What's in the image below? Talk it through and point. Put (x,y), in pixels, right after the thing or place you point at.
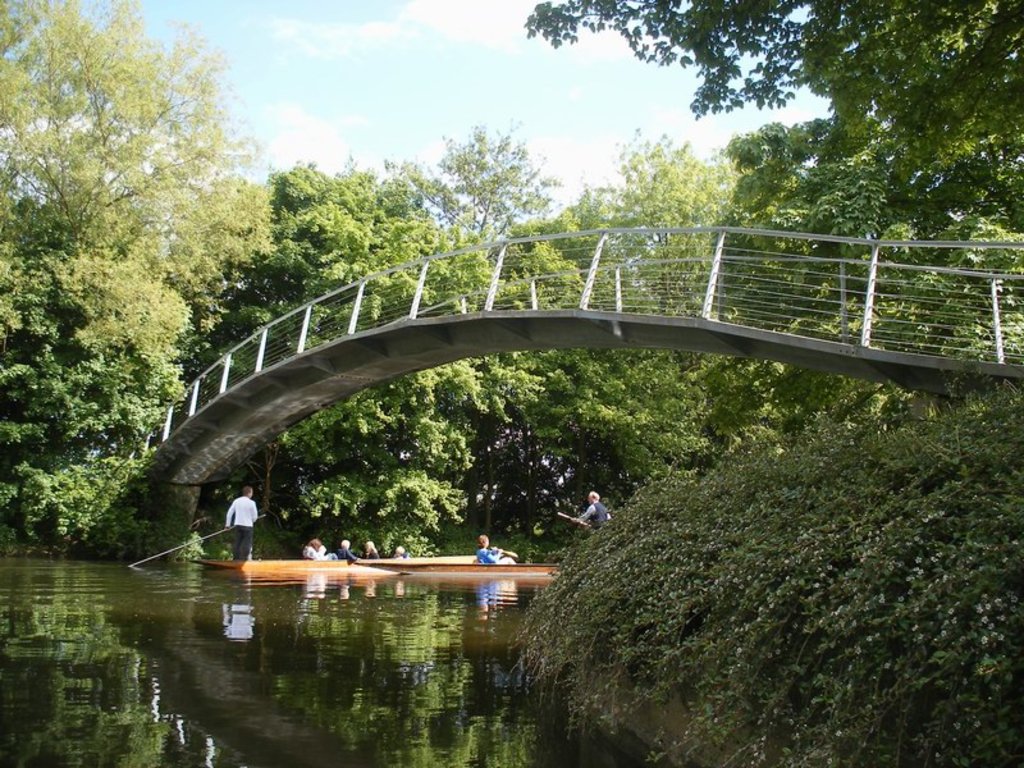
In this image we can see some people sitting in a boat (465,559) which is in a water body (384,584). In that two men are standing in a boat (448,567) holding the rods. We can also see a bridge (850,372), some plants (711,494), a group of trees (689,426) and the sky (407,146) which looks cloudy.
